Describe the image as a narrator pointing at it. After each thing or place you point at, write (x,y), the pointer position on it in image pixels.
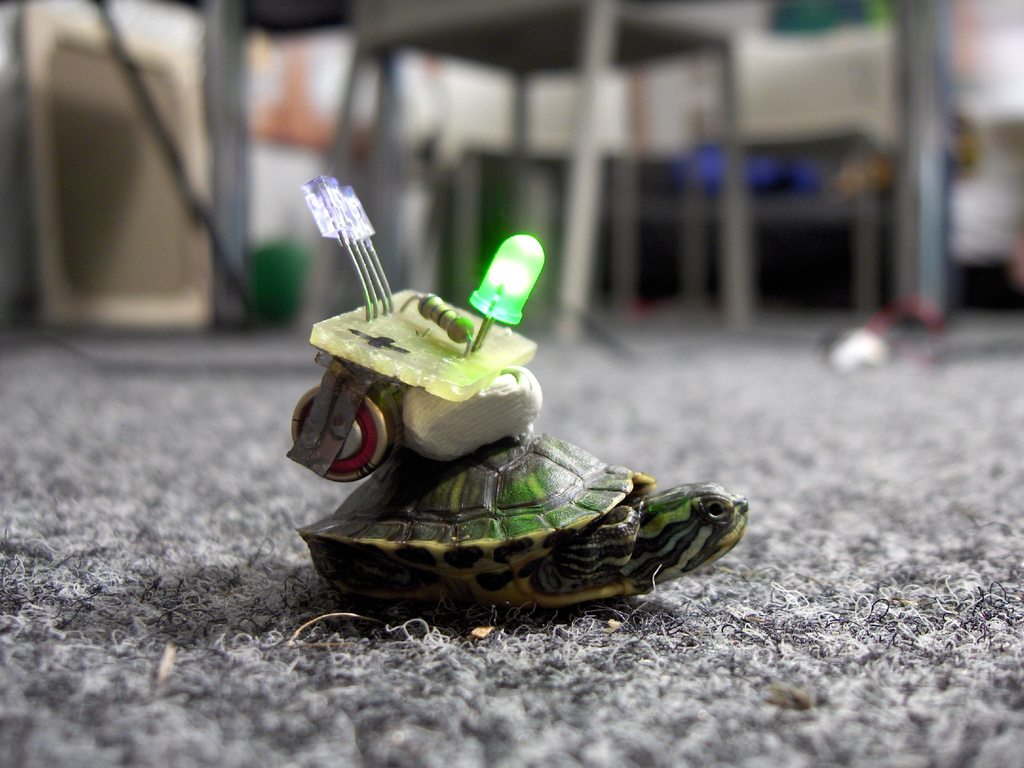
In this image I can see the turtle (392,564) on the ash color surface (615,665). On the turtle (486,479) I can see some objects (421,327) and the light (514,293). And there is a blurred background (657,263).
